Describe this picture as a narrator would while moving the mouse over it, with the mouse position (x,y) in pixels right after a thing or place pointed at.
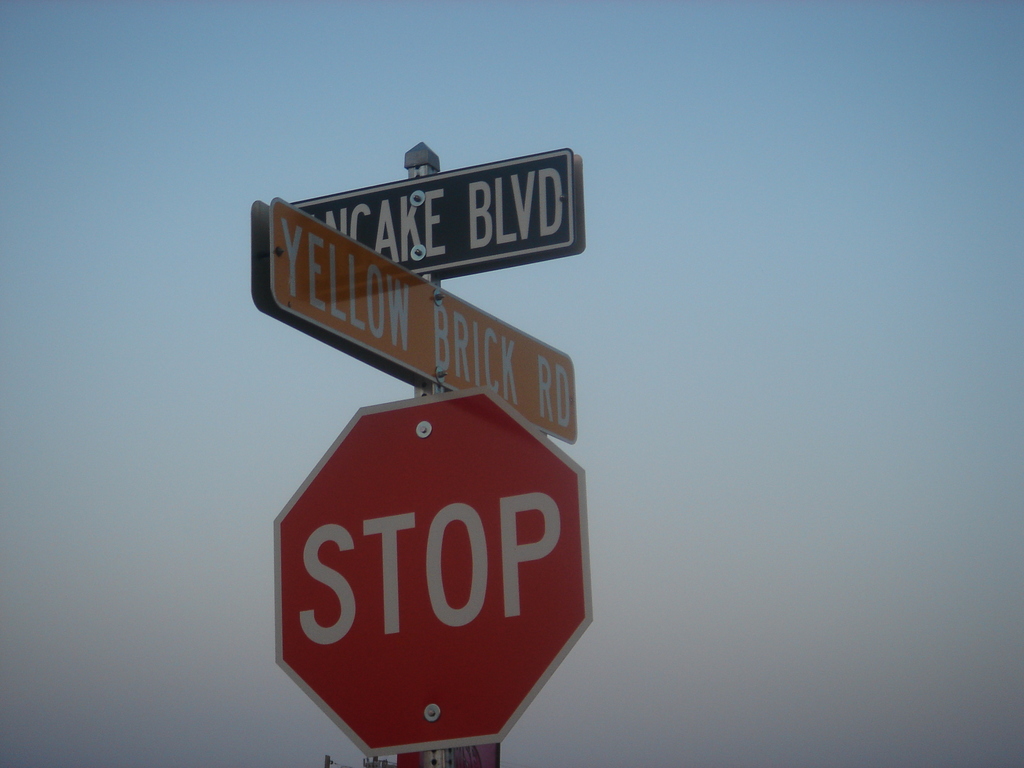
In this image in the front (402,501) there are boards (442,373) with some text (394,231) written on it.
